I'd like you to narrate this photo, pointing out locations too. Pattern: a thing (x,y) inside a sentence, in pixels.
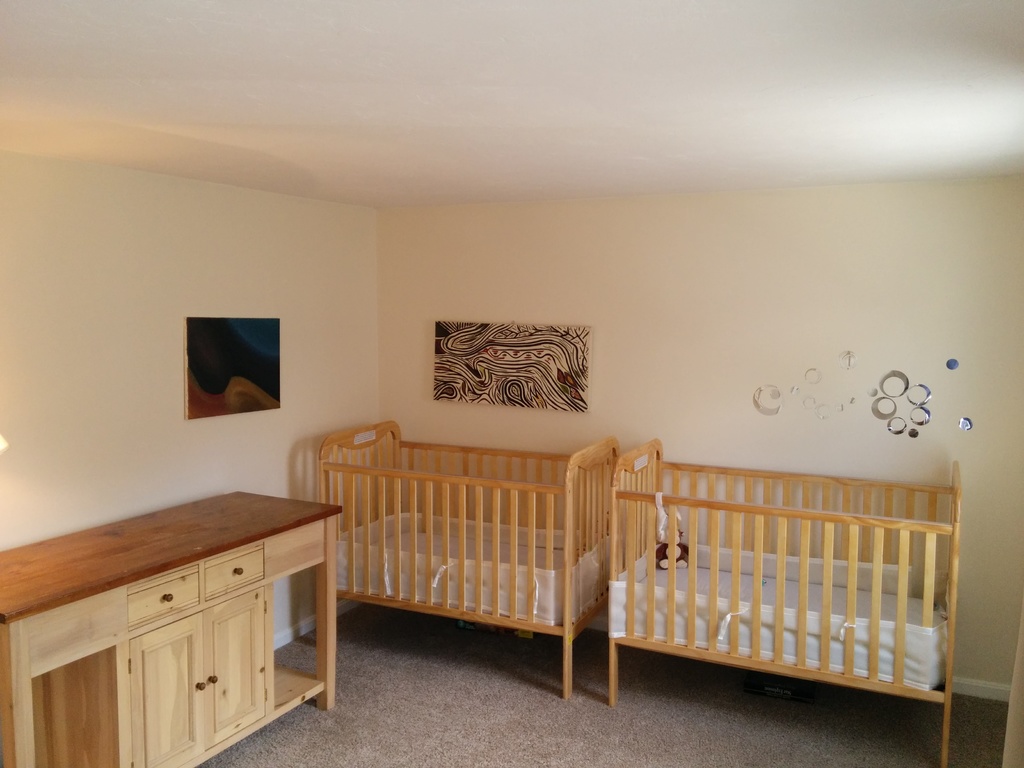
This picture is clicked inside the room (223,268). In the middle of the picture (435,462), we see two cradles (805,603) on which white bed (728,580) is placed. Beside that, we see a table (183,562) and behind that, we see paintings (221,354) which are fitted on the wall (52,323), which is white in color.
